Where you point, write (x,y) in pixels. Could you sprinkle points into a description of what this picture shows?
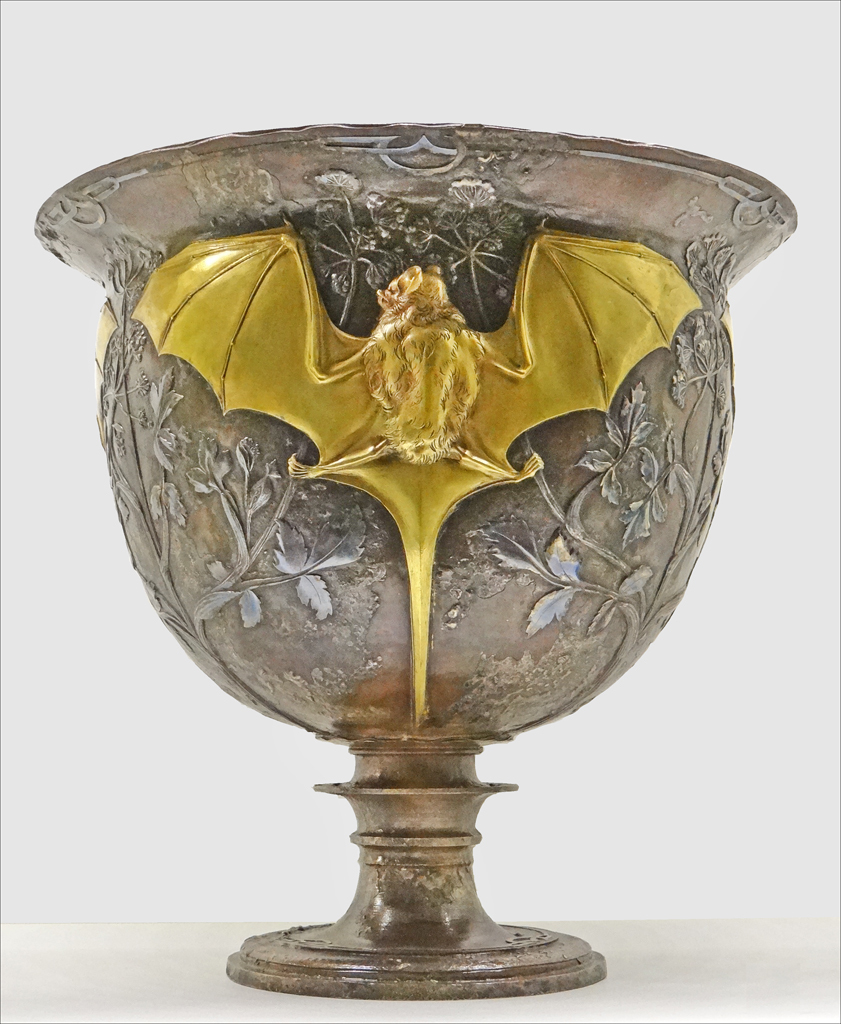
In the picture I can see the vase (283,522) and there is a brass bat stamping (399,285) on the vase (431,242).
